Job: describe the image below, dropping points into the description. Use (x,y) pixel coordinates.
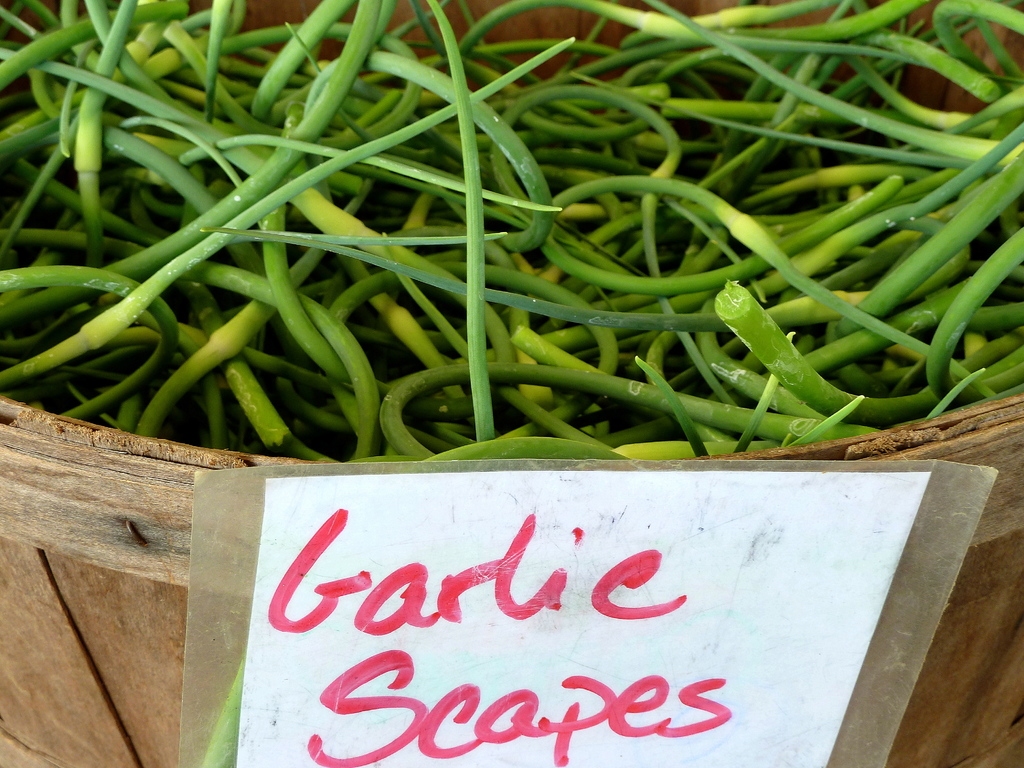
In this image we can see there are garlic scapes (563,222) in the basket (126,633). And there is a text (579,558) written on the paper (409,569) and attached to the basket (81,562).
